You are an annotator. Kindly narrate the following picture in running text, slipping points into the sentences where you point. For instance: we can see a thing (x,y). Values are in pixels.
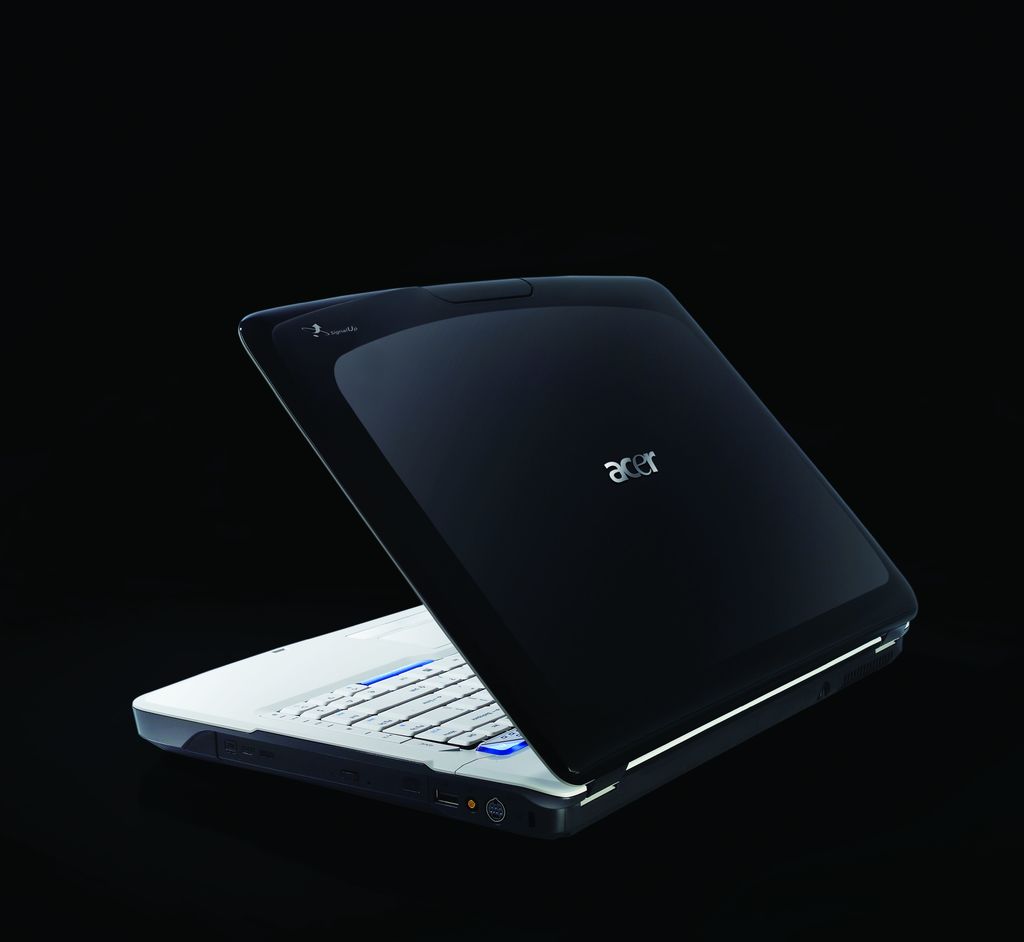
In this image we can see there is a laptop (478,525). And there is a dark background (733,178).
